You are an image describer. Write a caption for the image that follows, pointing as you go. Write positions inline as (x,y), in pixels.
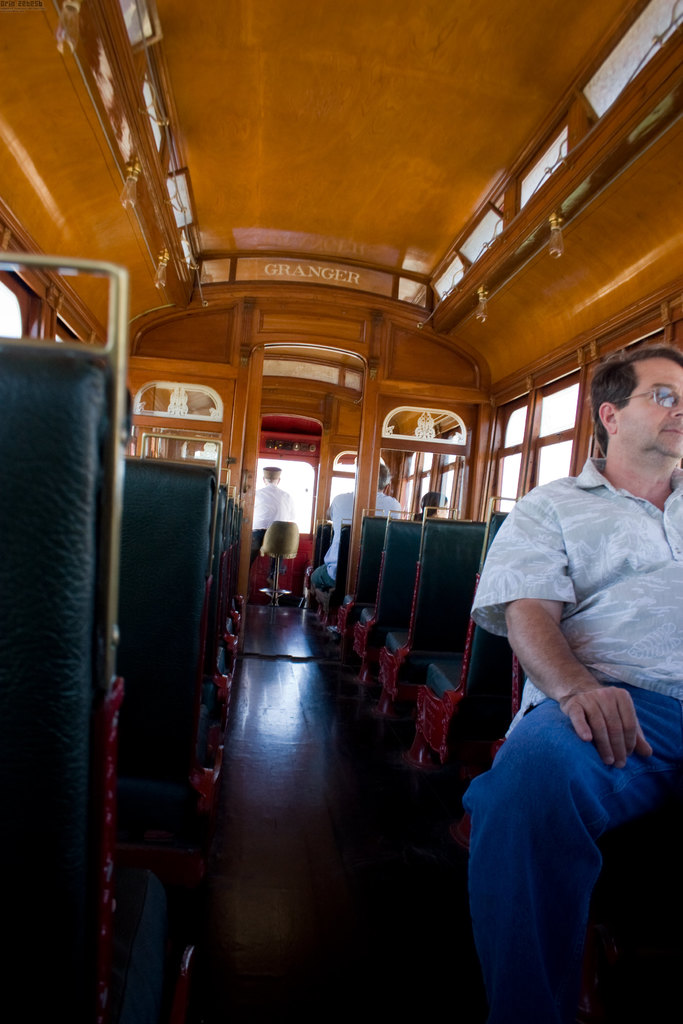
This picture is taken inside the vehicle (299,635). Towards the left (111,577) and right, there are chairs (89,576). Towards the bottom right (593,826), there is a man (641,617) wearing a grey shirt (600,545) and blue jeans (545,747). In the center (322,575), there are two men (334,575). On the top (412,195), there is a roof (408,212).
